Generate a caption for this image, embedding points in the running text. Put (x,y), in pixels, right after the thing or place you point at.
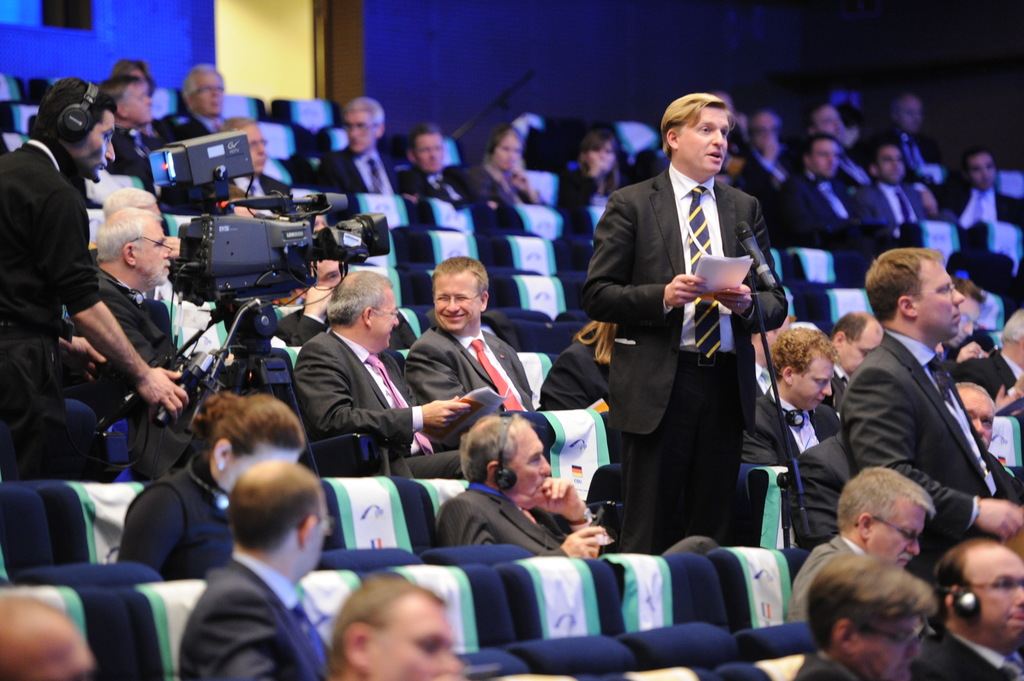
In the image we can see there are people (515,396) sitting and three of them (638,215) are standing, they are wearing clothes (80,270) and some of them (908,548) are wearing spectacles (905,532) and headsets (499,438). Here we can see a man (674,283) standing, holding paper (709,261) and in front him there is a microphone (752,239). There is another man (80,240) standing, wearing headsets (70,134) and in front of him there is a video camera (232,250). Here we can see the wall (467,25) and the door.
